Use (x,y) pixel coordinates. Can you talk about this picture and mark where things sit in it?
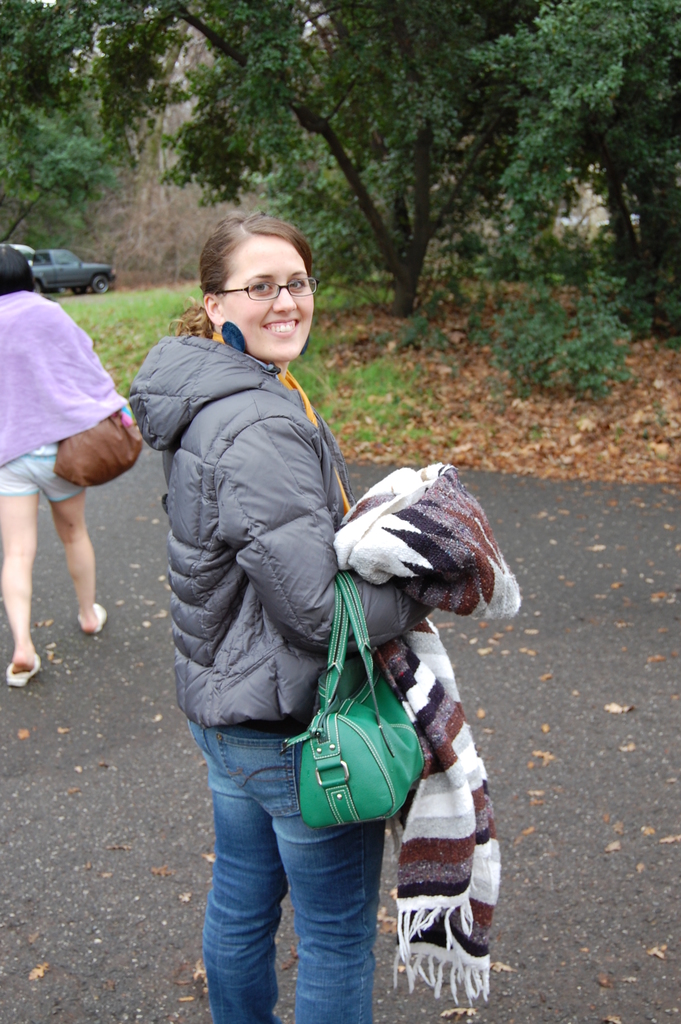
In this image I can see a woman (282,408) carrying a handbag (351,823). I can also see a smile (299,323) on her face (292,329). She is wearing a specs (274,289). In the background (20,264) one more person (26,624). Here I can see number of trees (395,197) and a vehicle (86,278).
